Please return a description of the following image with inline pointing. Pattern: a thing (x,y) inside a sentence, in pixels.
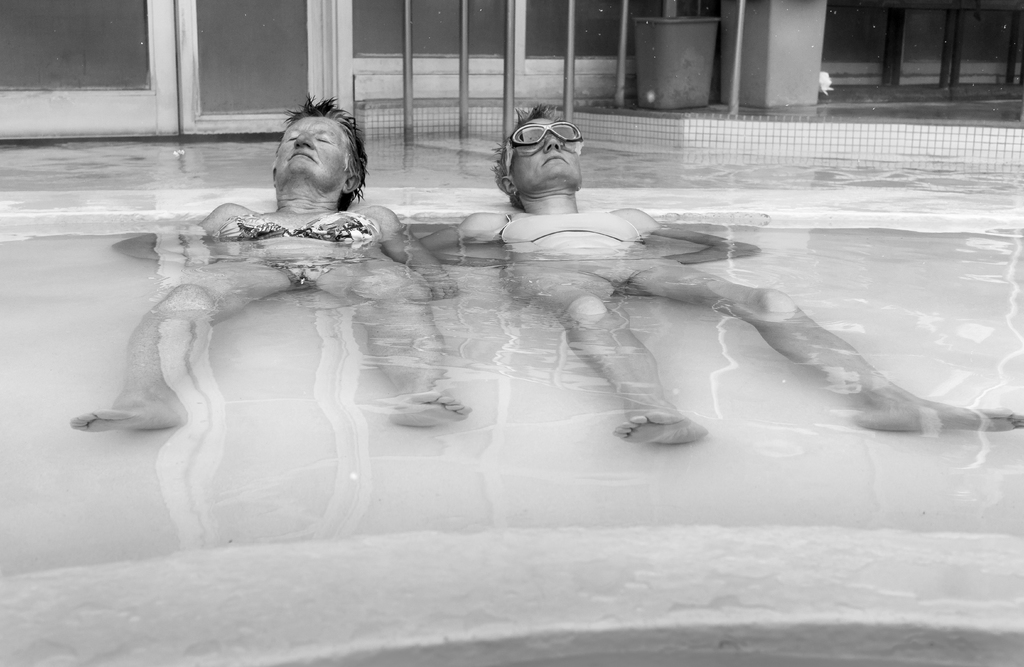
In this image in the middle (553,227) there are two persons (678,278) lying in the water (222,352), at the top (608,51) there is a bucket (679,50), poles (461,49), pillar (747,36), window (219,70) visible.
